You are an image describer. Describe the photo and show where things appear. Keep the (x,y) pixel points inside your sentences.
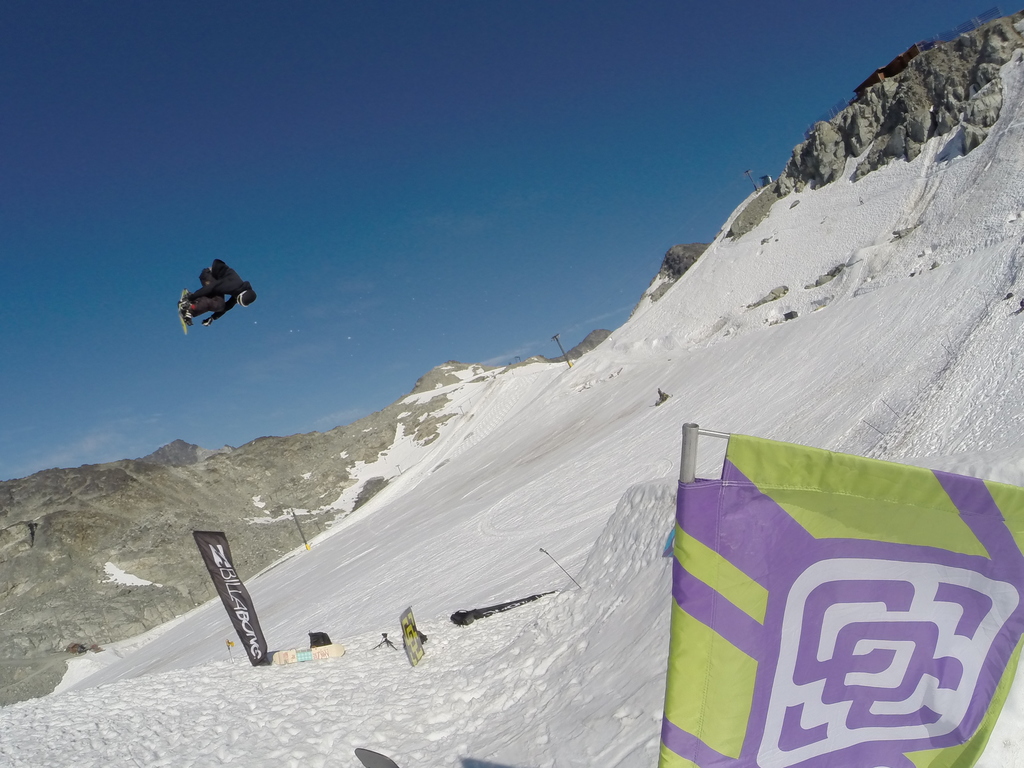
In this picture we can see few hoardings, snowboards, poles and other things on the snow (527,564), we can see a person (239,279), he is in the air (237,324).
